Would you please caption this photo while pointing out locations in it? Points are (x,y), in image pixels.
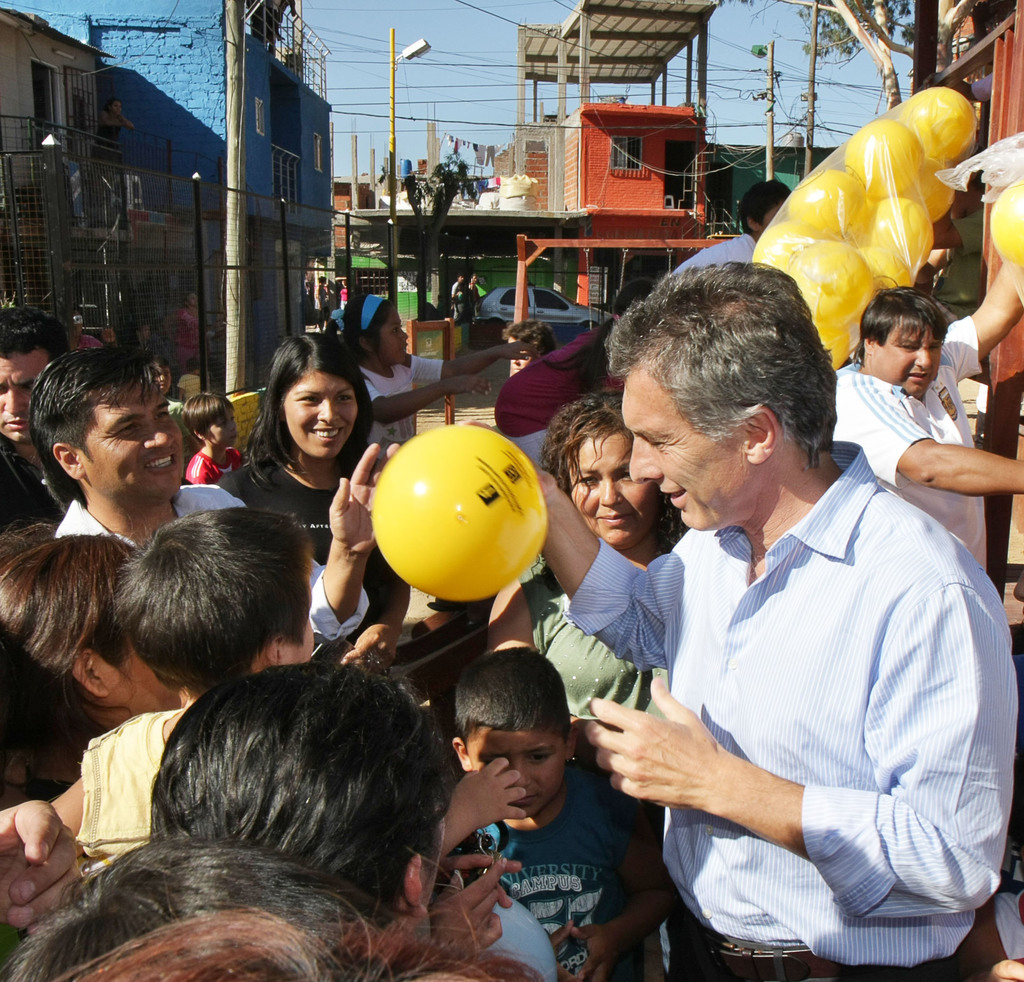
In this image I can see on the right side (796,395) a man (759,633) is holding a yellow color ball (533,530) in his hand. He wore shirt (729,701), trouser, on the left side (111,655) a group of people (276,766) are standing and looking at him. Here a man (377,473) and woman (284,437) are smiling, on the right side (872,214) a man (931,391) is carrying yellow color balls (881,235) in a cover (870,218). At the back side (603,163) there are houses (609,182), at the top (468,24) it is the sky (417,62).
